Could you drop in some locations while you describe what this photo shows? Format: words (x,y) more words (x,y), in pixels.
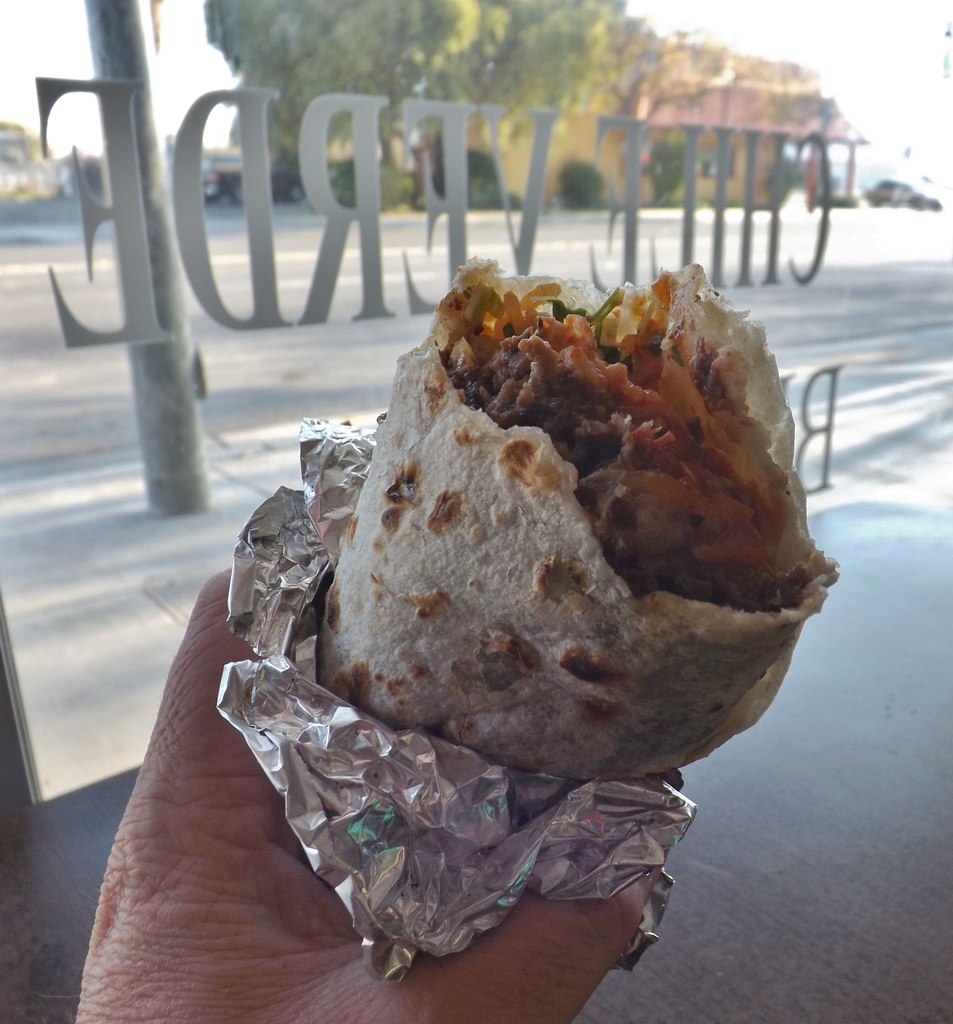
In this image we can see the food (330,639) in the hand (240,839) of a person (273,886). Behind the food (339,583) we can see a glass (302,255) on which there is some text (184,236). Through the glass (196,267) we can see few trees (433,18), plants (350,188), vehicles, a pole (154,219), building (644,184) and the sky (175,52).
